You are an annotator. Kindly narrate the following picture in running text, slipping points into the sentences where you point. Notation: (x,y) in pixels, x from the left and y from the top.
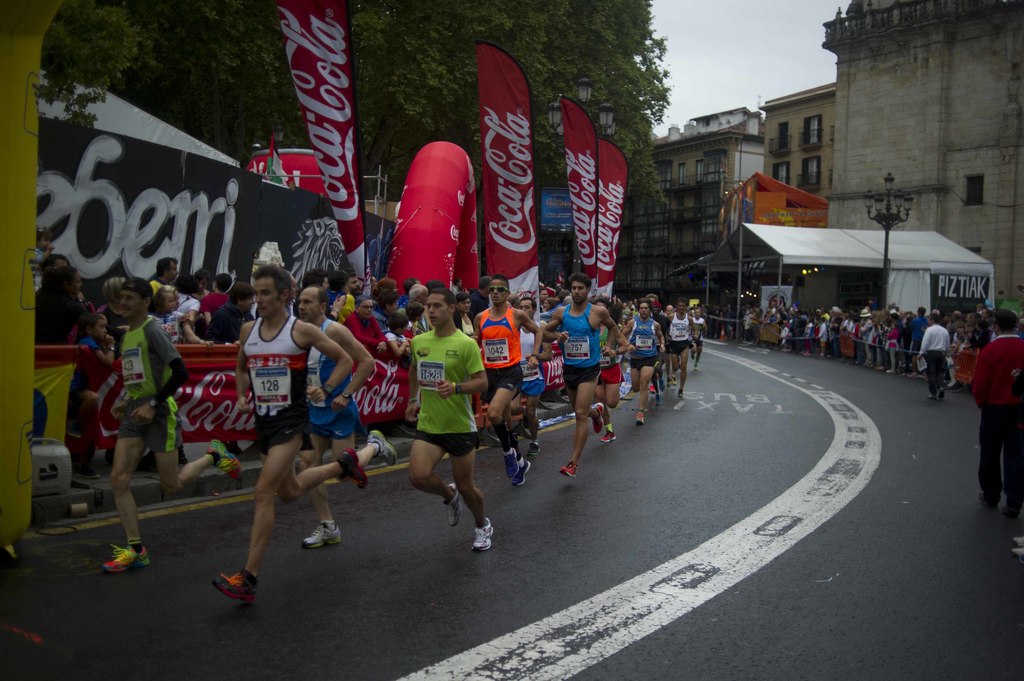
In this picture I can see few people (89,346) standing on both sides of the road (821,394) and few advertisement banners (490,180) and buildings (629,257) and few pole lights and trees (601,99) and I can see text (107,258) on the wall (326,241) and a cloudy sky (778,51).
